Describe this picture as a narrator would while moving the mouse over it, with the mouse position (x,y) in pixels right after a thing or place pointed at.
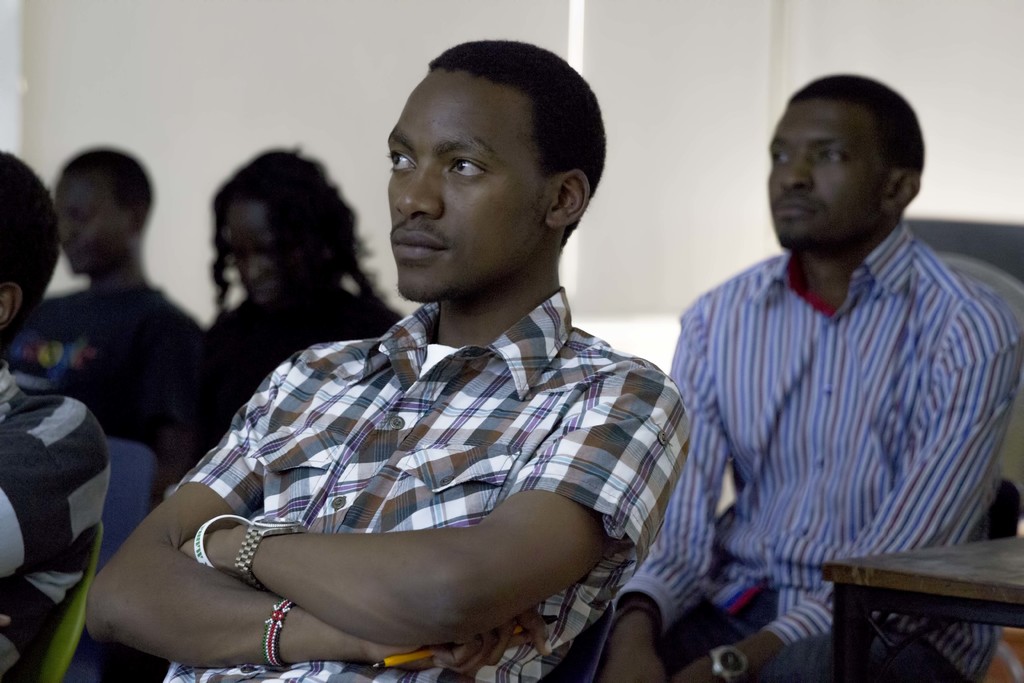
In this picture there are few persons (514,375) sitting in chairs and there is a table (901,575) in the right corner (940,584).
